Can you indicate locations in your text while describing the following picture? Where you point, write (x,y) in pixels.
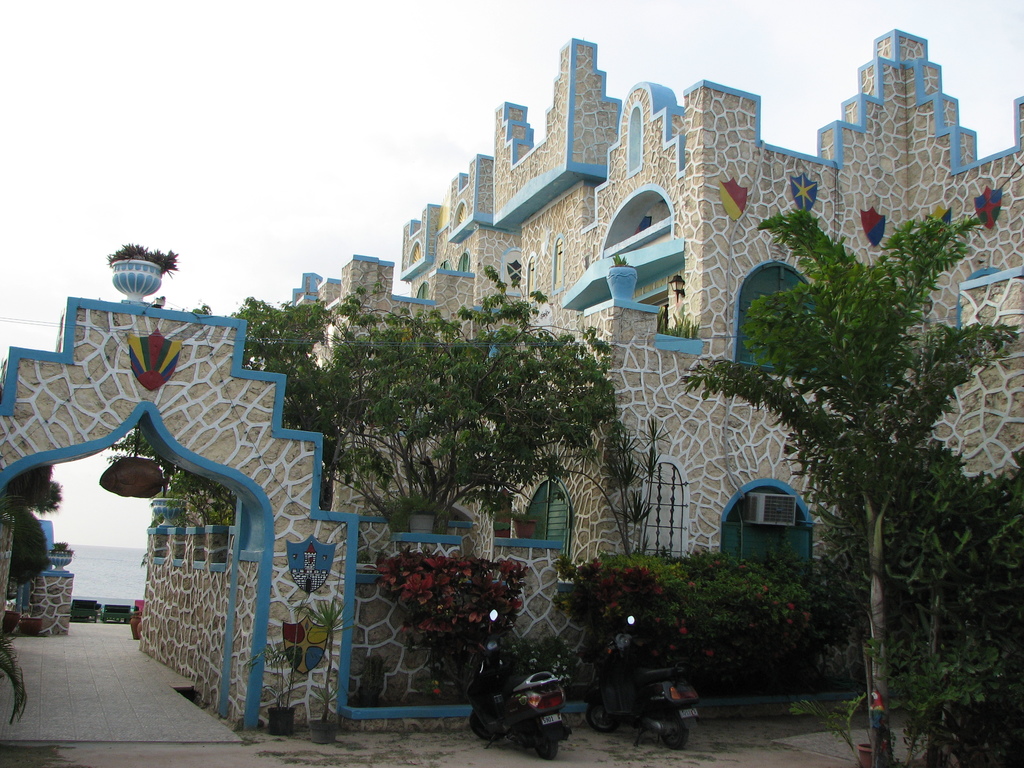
This image consists of a building (962,218). In the front (481,716), we can see two vehicles (655,708) parked on the road (325,757). On the left (93,737), we can see a path (126,669). There are many trees (961,653) and potted plants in this image. At the top (368,140), there is sky (470,145).
